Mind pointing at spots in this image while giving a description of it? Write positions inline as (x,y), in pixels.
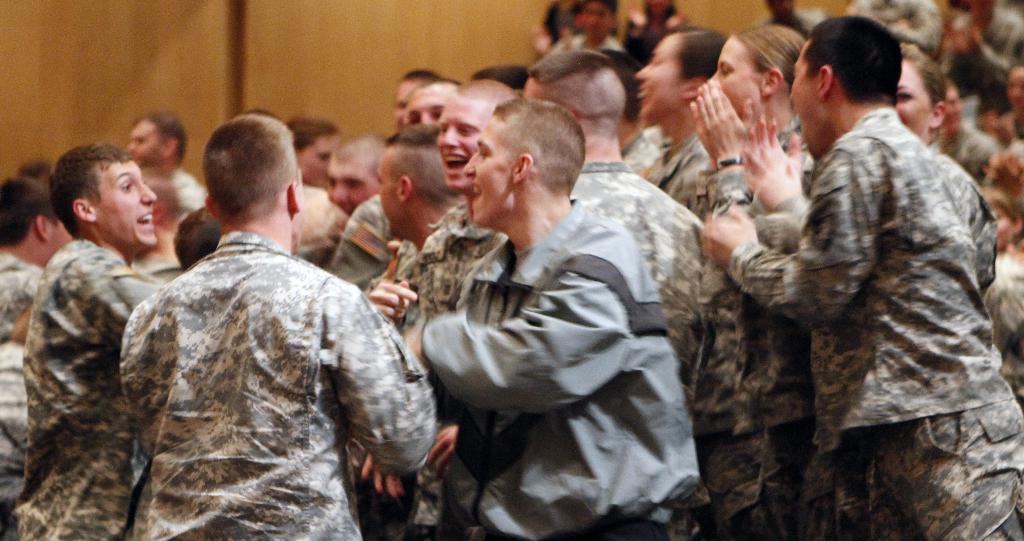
We can see group of people (651,349) standing. Background (353,38) we can see wooden wall (249,40).
